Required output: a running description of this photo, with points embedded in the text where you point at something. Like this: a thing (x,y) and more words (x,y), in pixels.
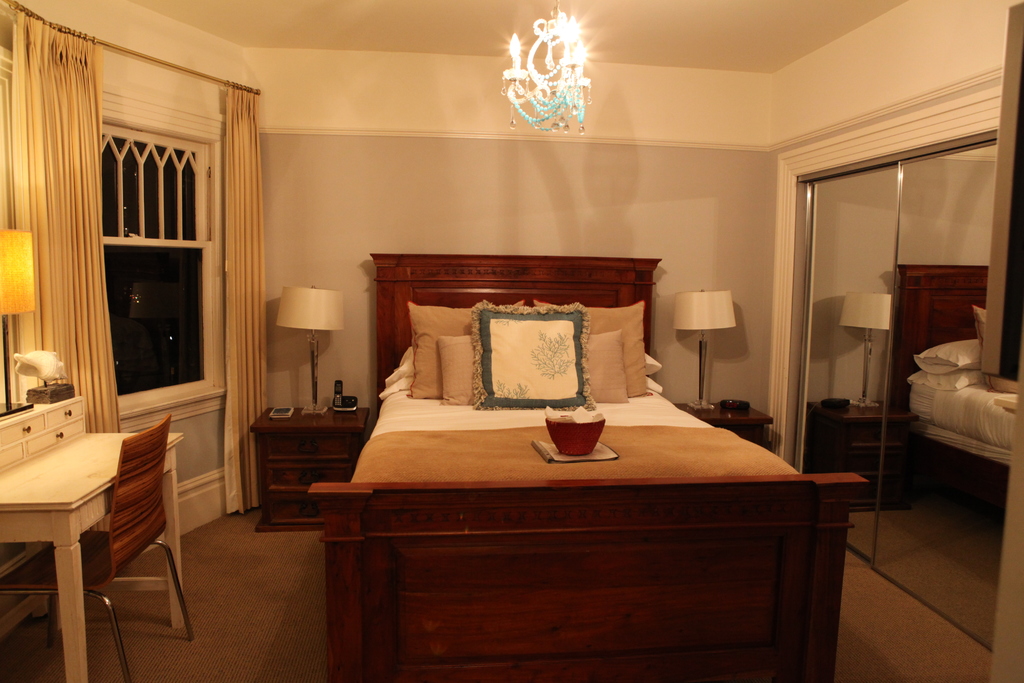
This image is clicked in a room (529,501). There is mirror (831,327) on the right side (867,357) and lamps (316,311). There is a bed (369,491) in the middle (600,379). There is light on the top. There is a window (185,226) on the left side (246,176) and curtains (249,267) too. There is a table (101,500), chair (131,507) and the lamp (10,280) on the left side (121,567).
